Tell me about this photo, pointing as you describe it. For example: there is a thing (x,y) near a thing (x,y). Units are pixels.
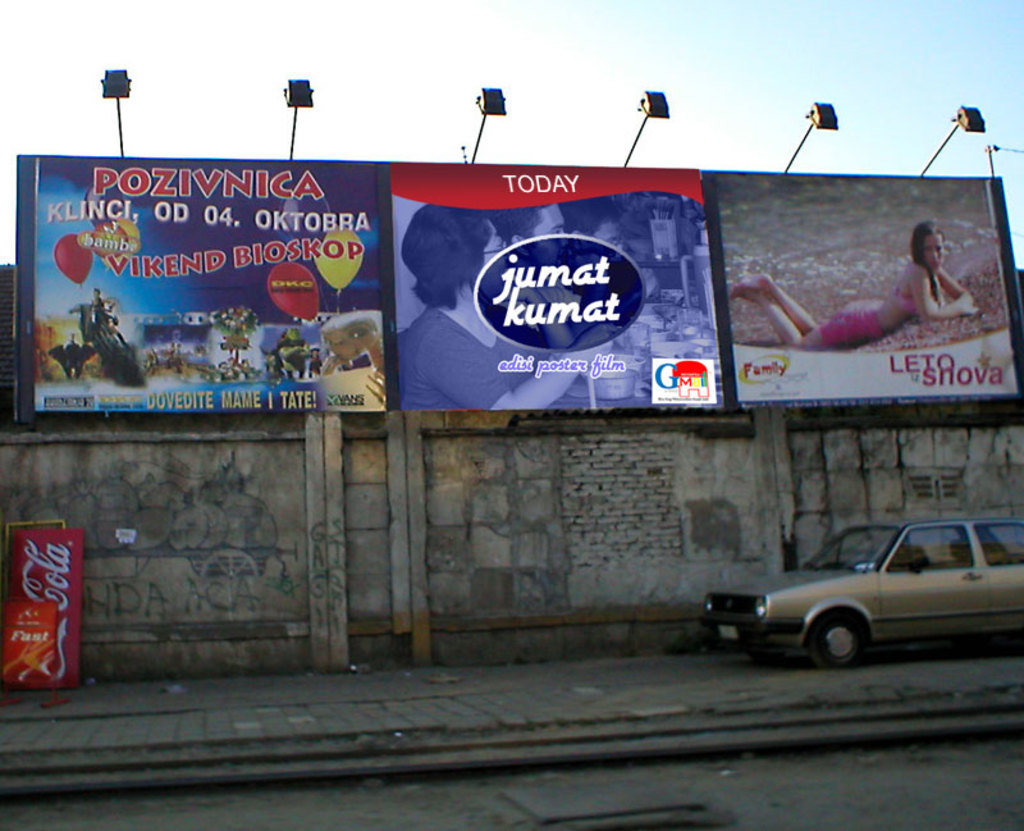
In this image there are three boards (453,315) on the wall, there are lights (299,88), there is the wall (662,511), there is the sky (349,69), there are objects (55,595) towards the left of the image (37,607), there is a car (883,584) truncated towards the right of the image (896,585), there is a road (874,777).
